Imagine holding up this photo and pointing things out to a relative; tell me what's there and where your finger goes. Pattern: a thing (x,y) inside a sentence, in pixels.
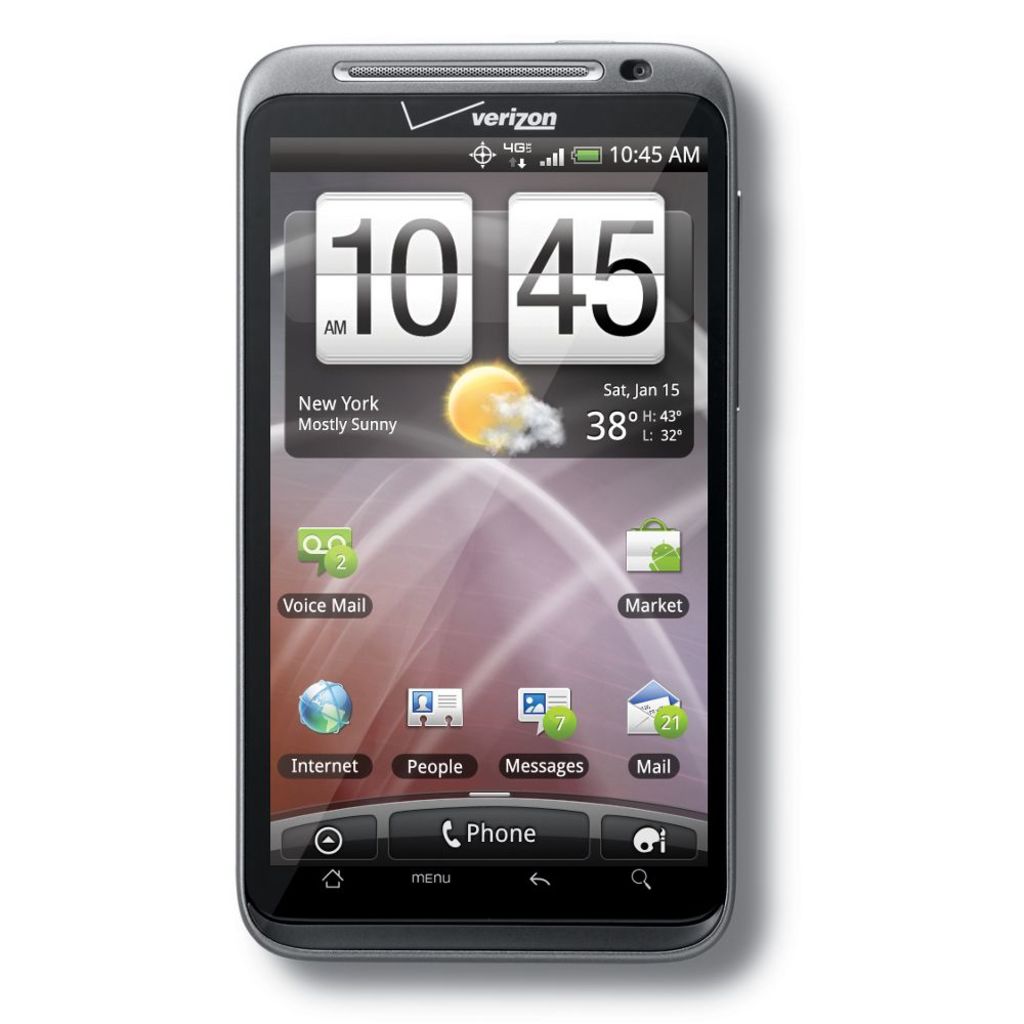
In the image there is a mobile (441,511). On the mobile screen (602,542) there are icons (513,834), time (653,335), temperature (656,408) and there are some other things (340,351) on it.
